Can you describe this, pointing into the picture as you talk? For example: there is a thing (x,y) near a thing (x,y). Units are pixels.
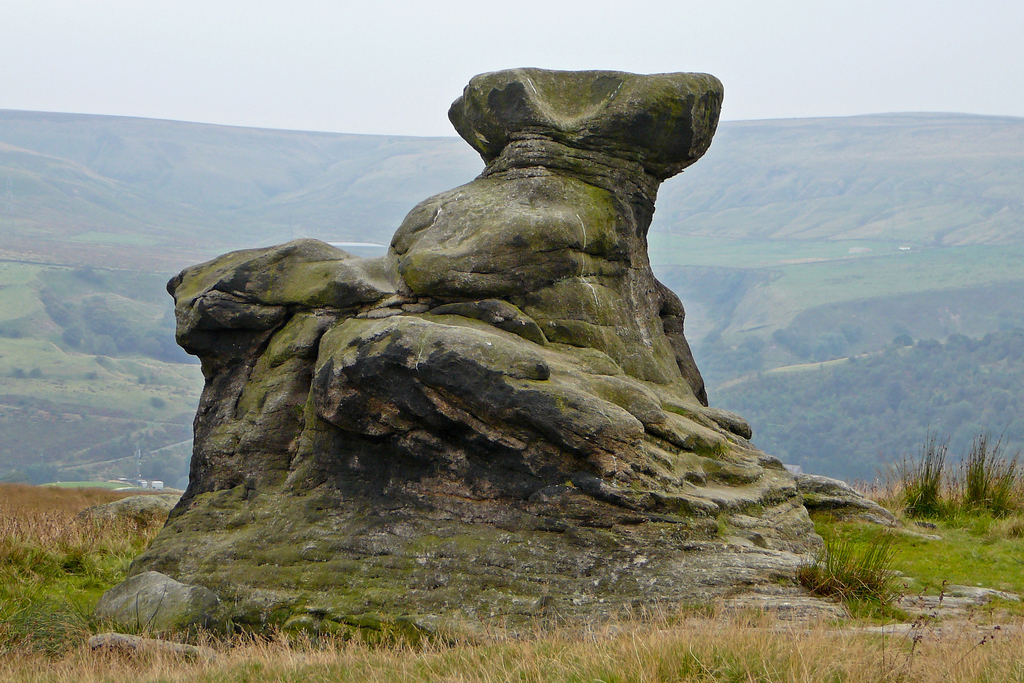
We can see rock (595,519) and grass (105,583). Background (975,362) we can see hill (109,171), trees (945,376) and sky (297,94).
